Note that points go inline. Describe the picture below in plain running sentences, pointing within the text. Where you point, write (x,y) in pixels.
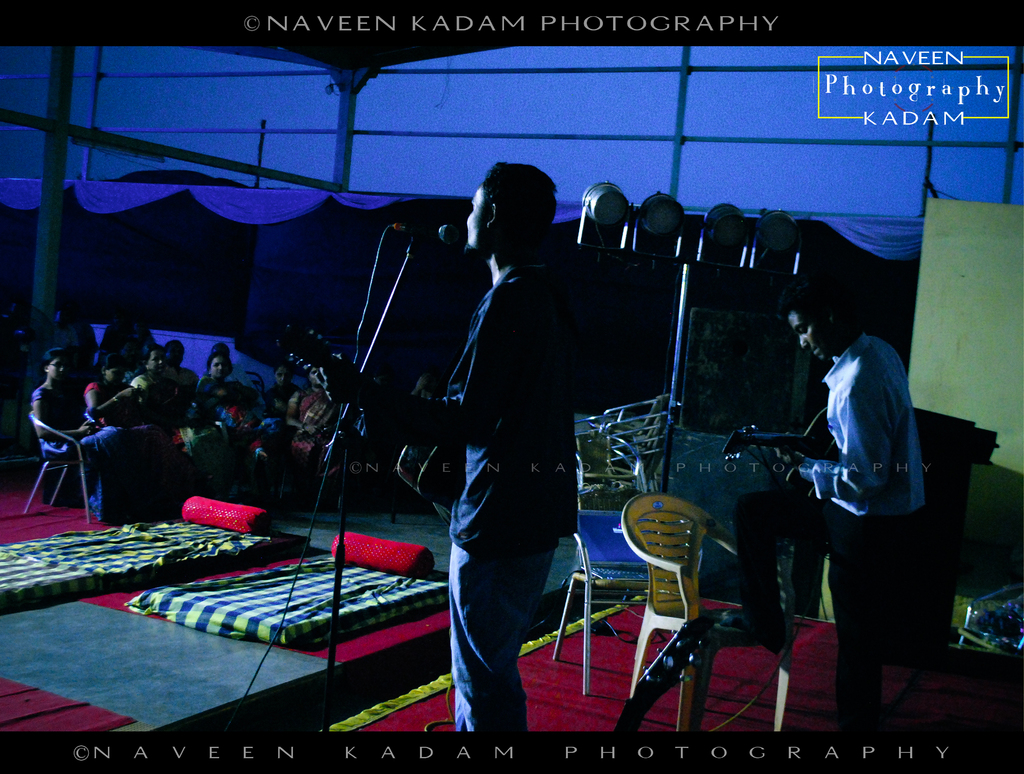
In this picture, we can see a few people (250,439) sitting and two persons (543,507) are standing, and among them two persons (813,472) are playing musical instruments (747,449), we can see the ground (797,680) with some objects (293,607) like chairs (601,430), mats (137,605), poles (690,260), lights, and we can see the background (270,213) with poles (192,152), curtains (166,221), and we can see some text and water mark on top and bottom of the picture (242,745).
